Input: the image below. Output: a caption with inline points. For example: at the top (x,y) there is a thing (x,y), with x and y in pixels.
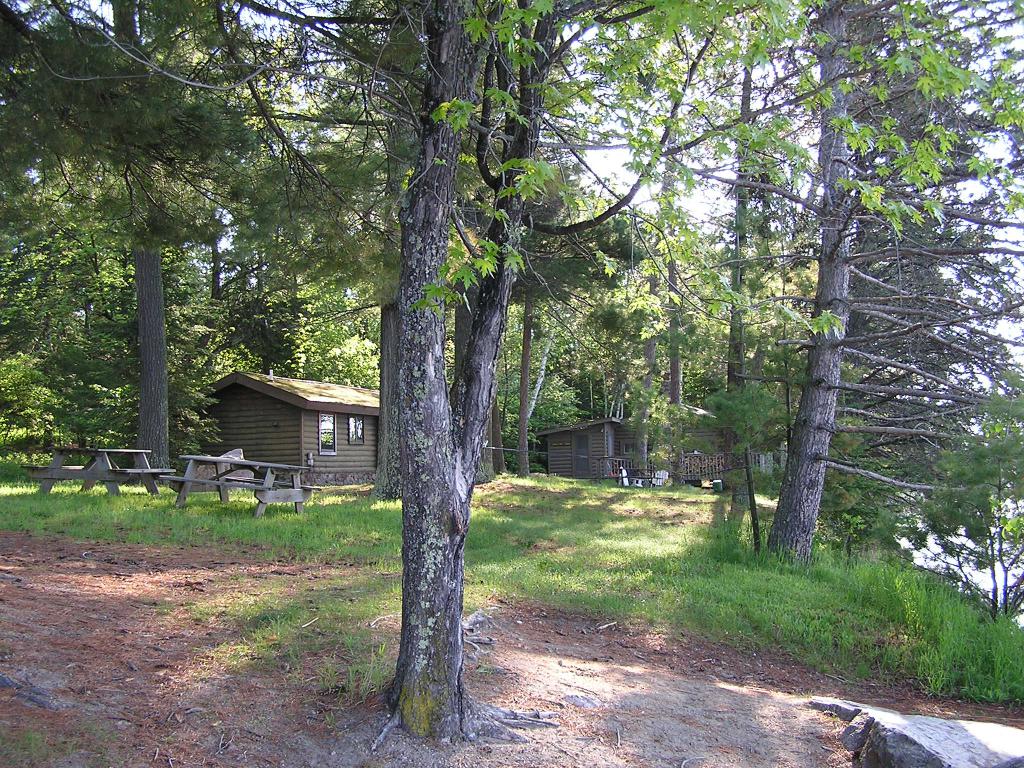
In this image we can see trees (462,566), house (319,403), benches (293,472), rocks (883,732), grass (980,661), water (929,559) and sky (596,165).
